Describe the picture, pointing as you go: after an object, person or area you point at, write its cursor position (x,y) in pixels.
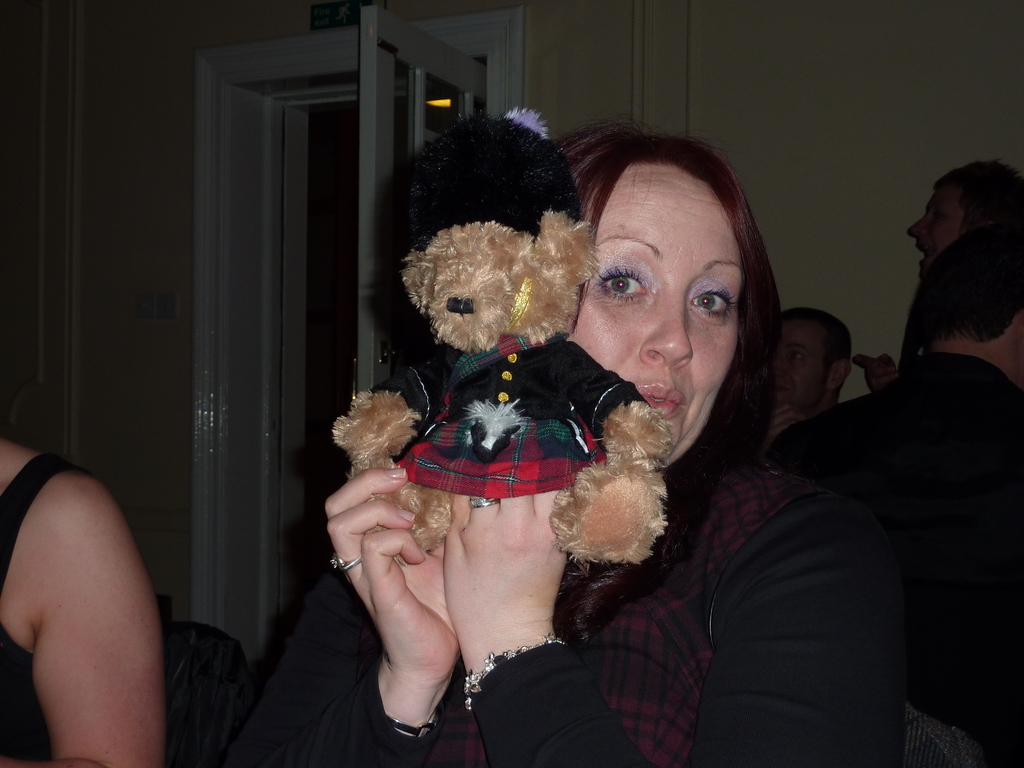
In this picture I can see group of people (699,523) among them a woman (666,291) is holding a soft toy (495,463) in the hands (551,504). In the background (699,136) I can see a wall (676,122) and a door (363,236).
